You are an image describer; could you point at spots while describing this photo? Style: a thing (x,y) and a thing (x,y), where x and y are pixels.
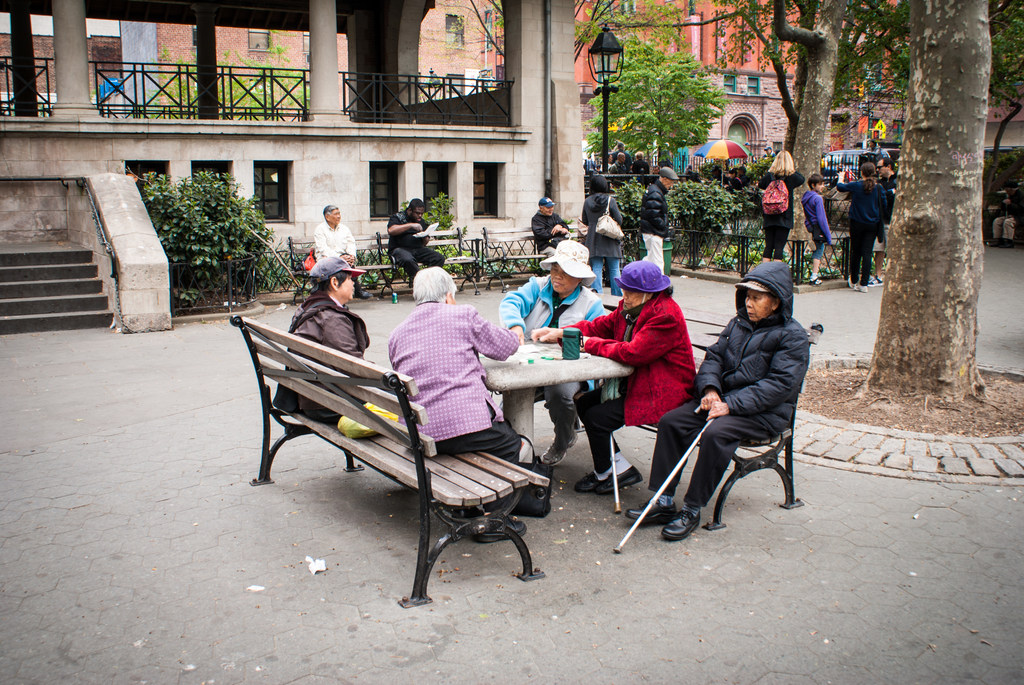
There are five members (483,366) sitting around a table (546,366) on the benches (421,417). There are men (711,416) and women (391,341) in these five members (429,330). In the background (399,234) there are some people (420,213) sitting on the benches (488,231). There are trees (624,109), Street poles (605,84) and some buildings (512,52) in the background (568,58).
